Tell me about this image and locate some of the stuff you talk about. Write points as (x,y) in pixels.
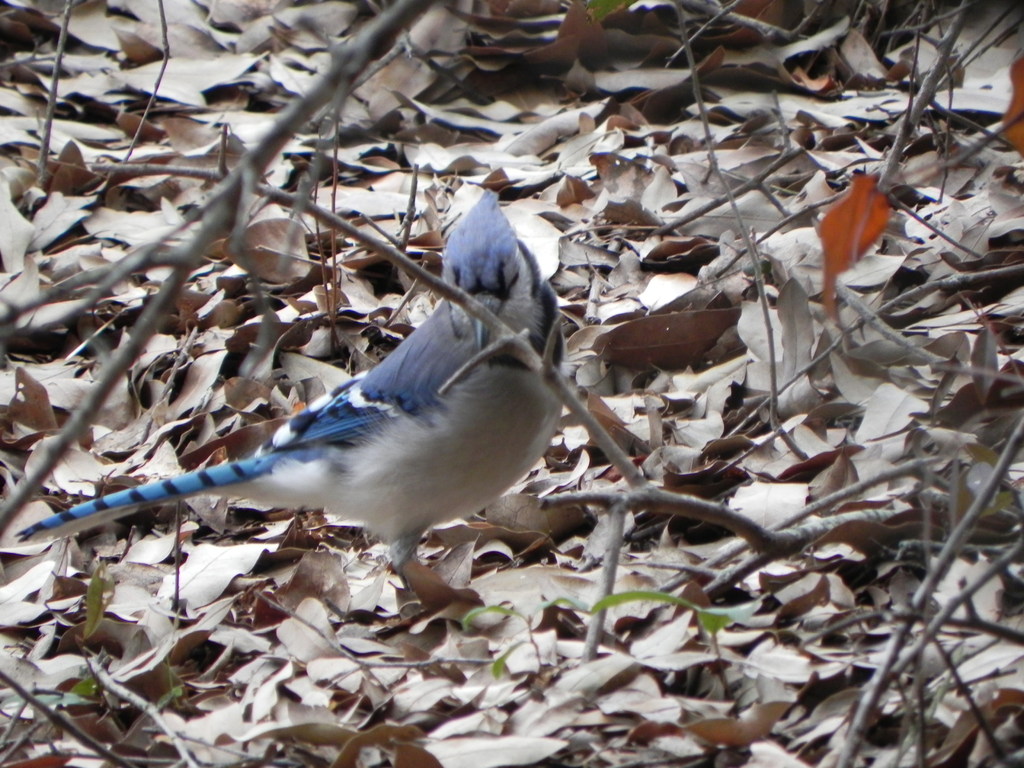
In this image we can see a bird (396,500) and there are some dry leaves (553,463) and stems (956,28) on the ground (677,217).
